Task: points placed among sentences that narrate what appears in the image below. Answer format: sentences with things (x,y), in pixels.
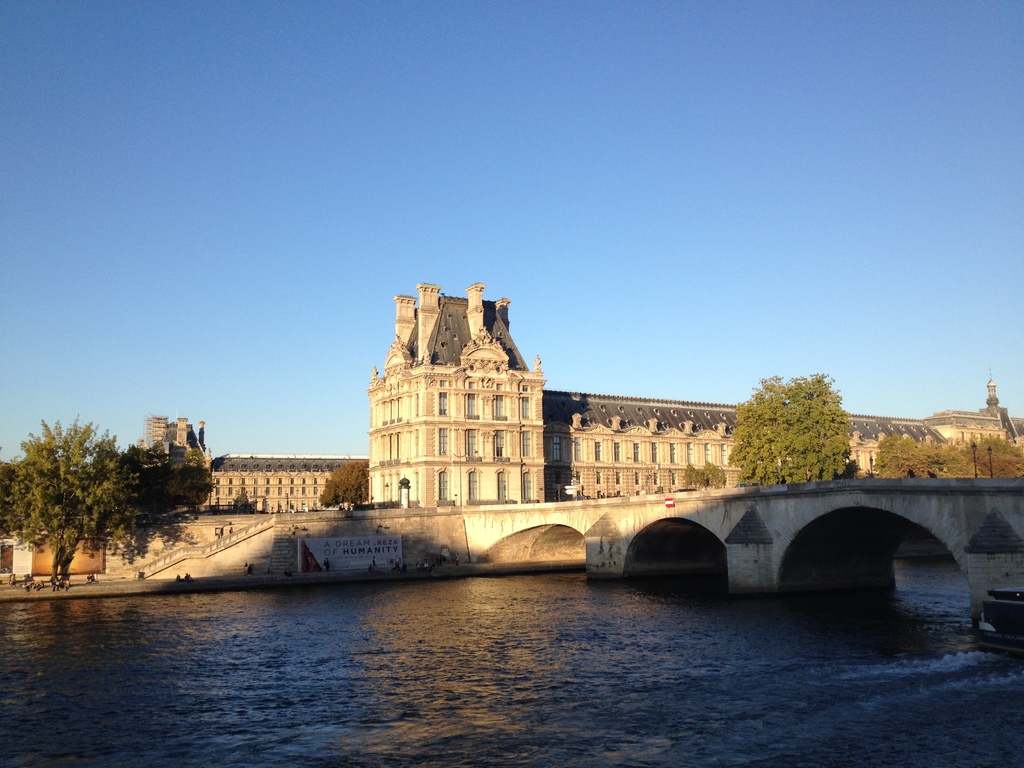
In this image we can see buildings (199,446), persons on the floor (143,591), street poles (975,470), street lights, trees (830,455), staircase (241,532), bridge (556,548) over the river (405,640) and sky (762,322).
